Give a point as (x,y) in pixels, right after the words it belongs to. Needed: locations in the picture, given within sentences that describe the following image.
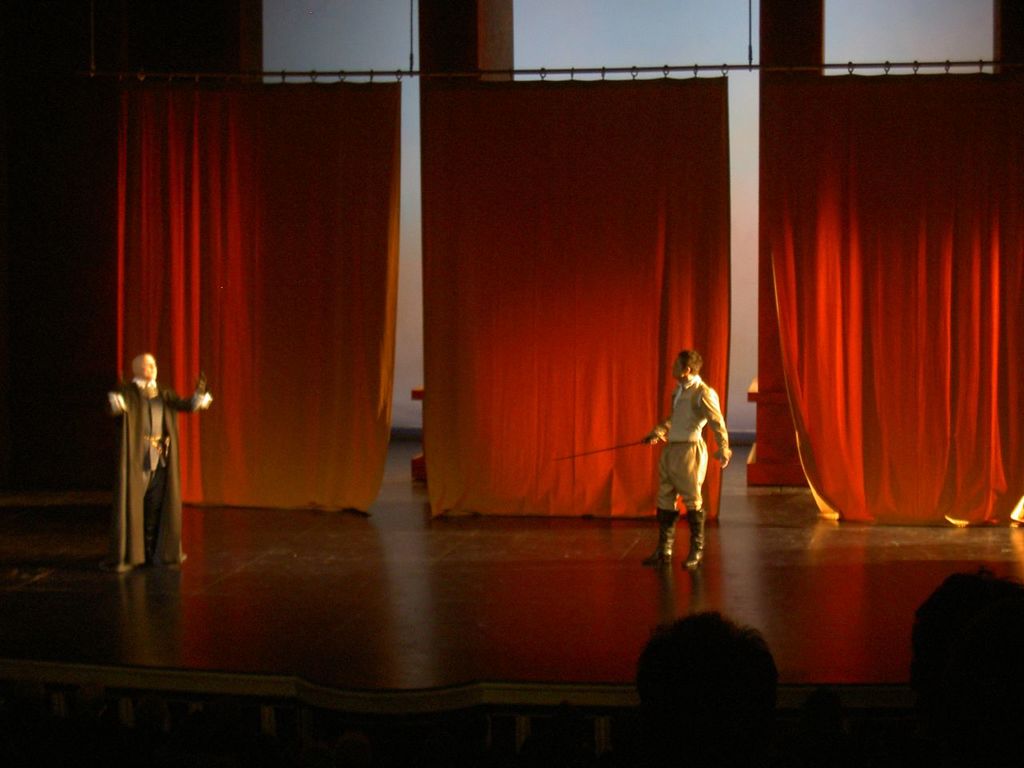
This picture describes about group of people (692,366), in the middle of the given image we can see a man (691,528), he is holding a sword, in the background (626,142) we can find curtains (606,306).
